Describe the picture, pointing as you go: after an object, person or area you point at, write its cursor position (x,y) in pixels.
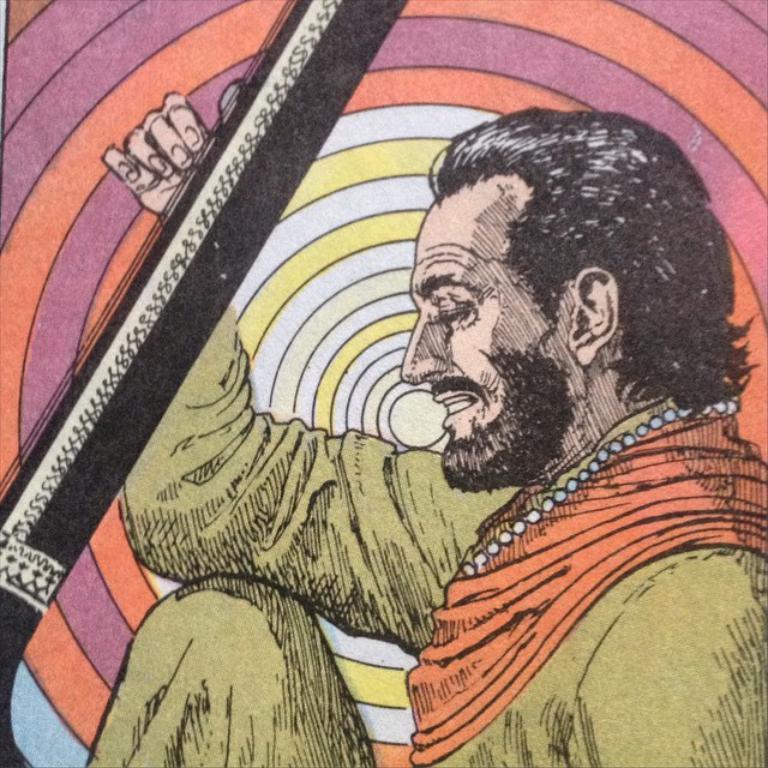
Here we can see a sketch (540,758) of a person (299,426). Background (13,102) it is colorful. This person (717,237) is playing a musical instrument (243,192).
